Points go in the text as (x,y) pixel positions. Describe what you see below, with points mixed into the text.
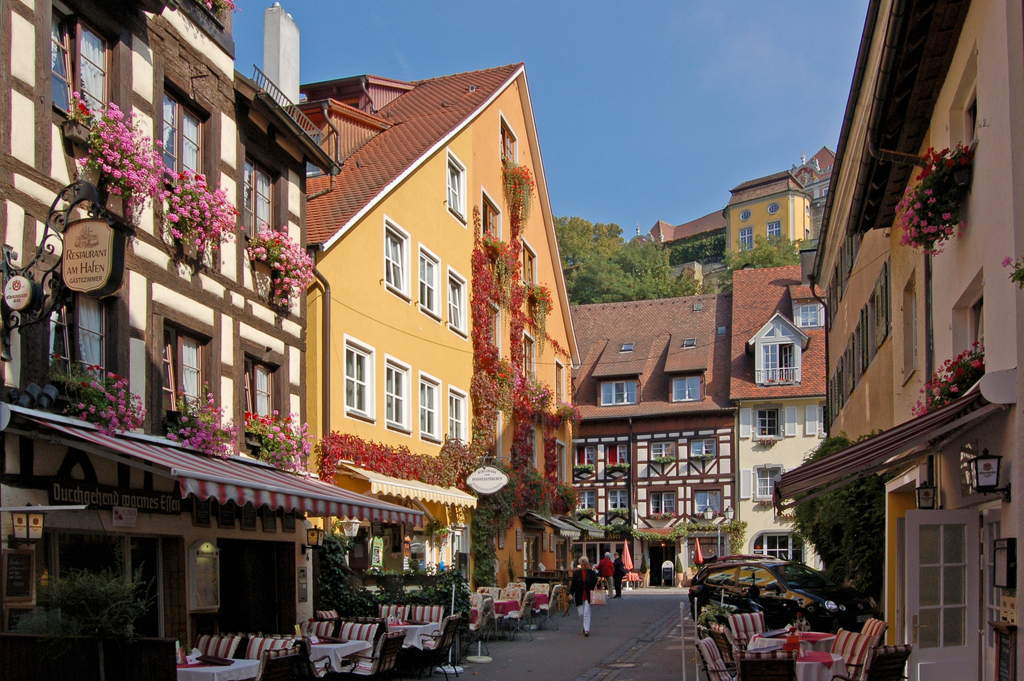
This image is taken outdoors. At the bottom of the image (591,628) there is a road (560,637) and there are many tables (341,646) and chairs (272,666) with a few things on it. A car (714,573) is parked on the road (652,595). Two men (619,578) are standing on the road (602,622) and a woman (574,595) is walking on the road (556,661). There are a few umbrellas (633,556). On the left (255,448) and right sides of the image there are a few buildings (411,283) and houses (220,372) with walls (407,325), windows (426,281), doors (278,581), roofs (332,213) and there are a few creepers (443,479) and plants (108,149) with beautiful flowers (183,426). At the top of the image (668,87) there is a sky (605,59). In the middle of the image (576,253) there are a few trees (755,262) and there is a building (734,345) and a house (807,560).
